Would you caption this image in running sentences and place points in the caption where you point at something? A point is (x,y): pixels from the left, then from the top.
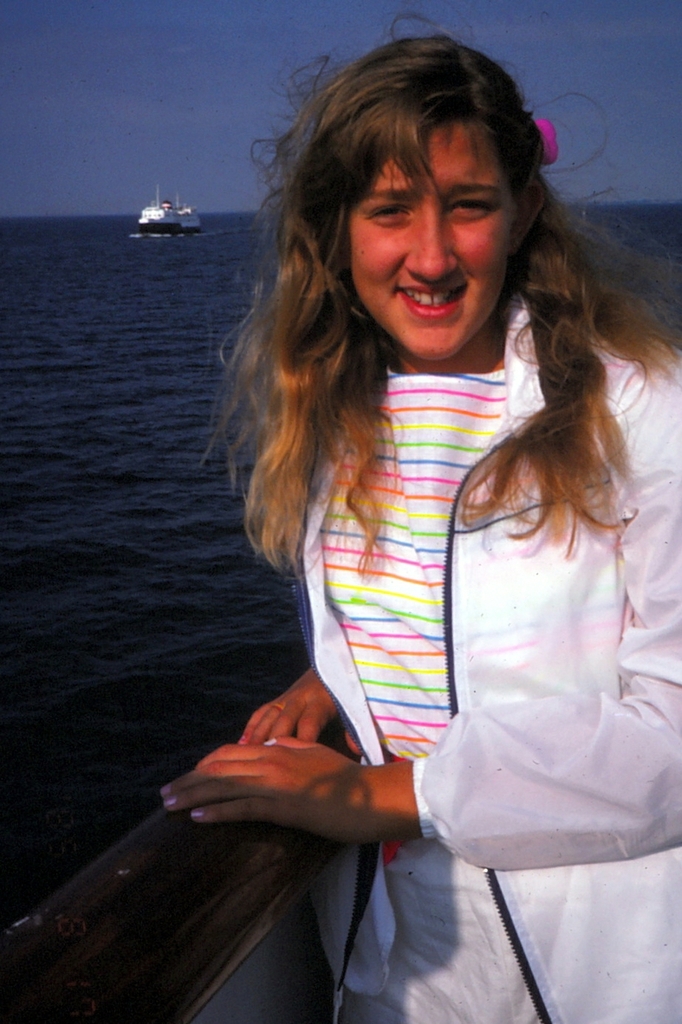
In this picture there is a girl (340,113) who is standing on the right side of the image (503,350) and there is a ship (160,230) on the water (138,251) at the top side of the image (193,213), there is water (132,558) in the background area of the image (109,461).
